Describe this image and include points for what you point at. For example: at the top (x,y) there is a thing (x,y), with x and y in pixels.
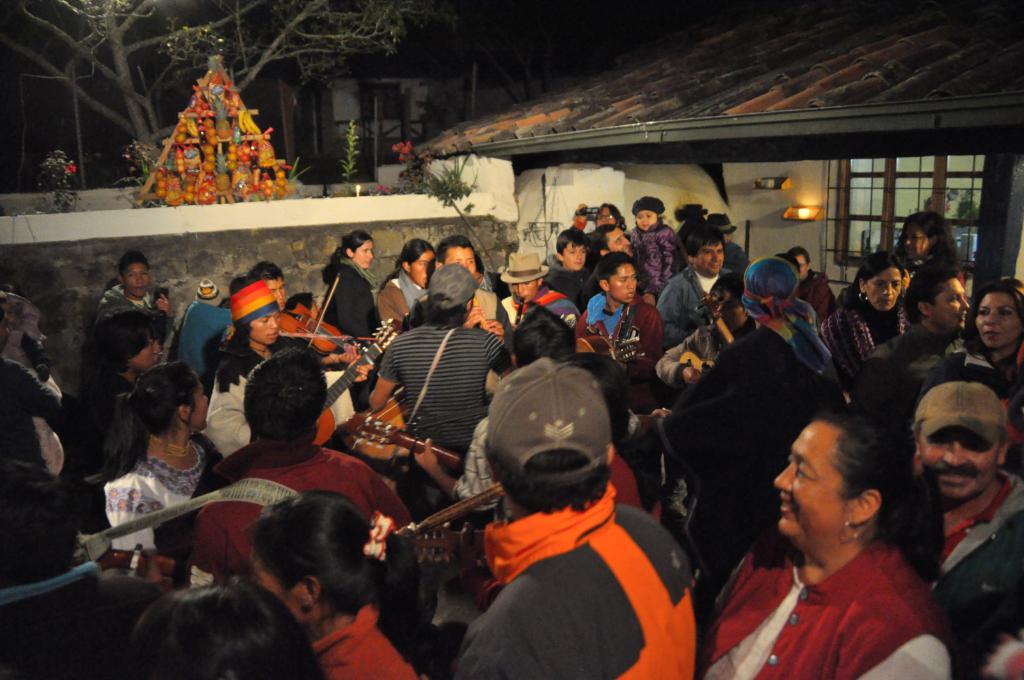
In the image in the center (356,296) we can see a group of people (778,354) were standing and holding some musical instruments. And on the right side (888,456) we can see two persons (837,560) were smiling, which we can see on their faces (954,449). In the background (603,146) we can see trees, plants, flowers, building (727,188), wall (86,265), roof (806,84), window (923,186) and few other objects (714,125).
